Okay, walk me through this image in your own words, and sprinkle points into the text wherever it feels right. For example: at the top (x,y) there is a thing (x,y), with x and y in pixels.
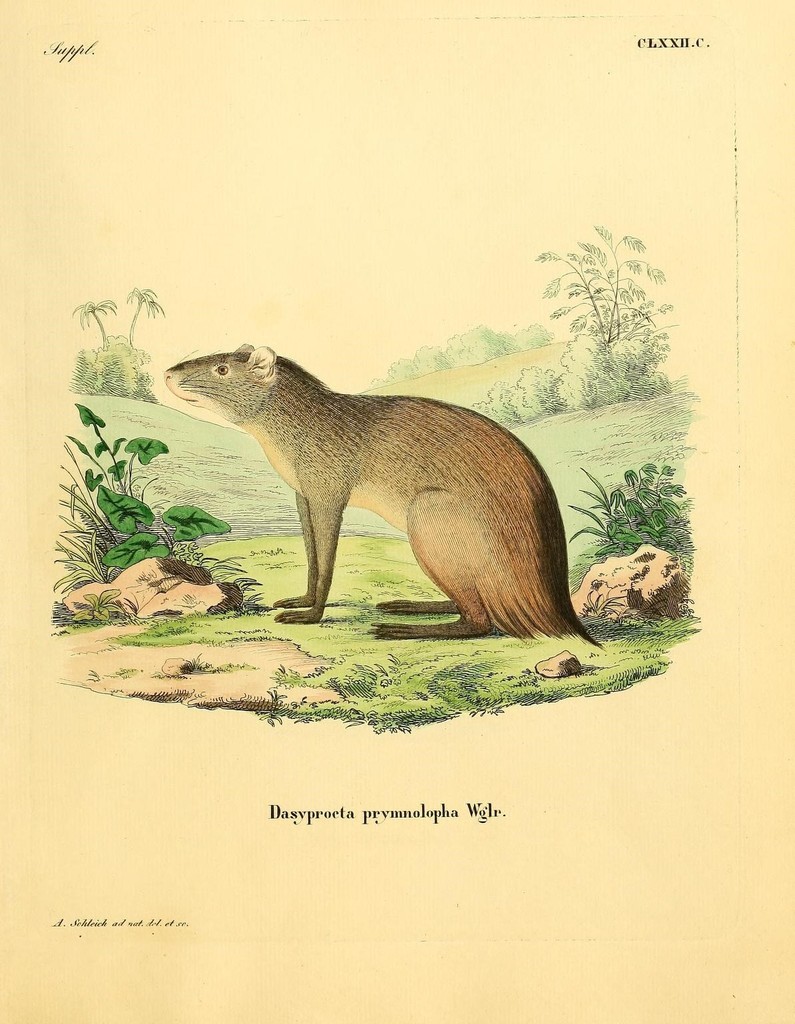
In this picture I can see there is a animal (321,589), there's grass (325,628) on the floor (572,428), there are few rocks (649,592). This is a drawing and there is something written at the bottom of the image (379,814).
